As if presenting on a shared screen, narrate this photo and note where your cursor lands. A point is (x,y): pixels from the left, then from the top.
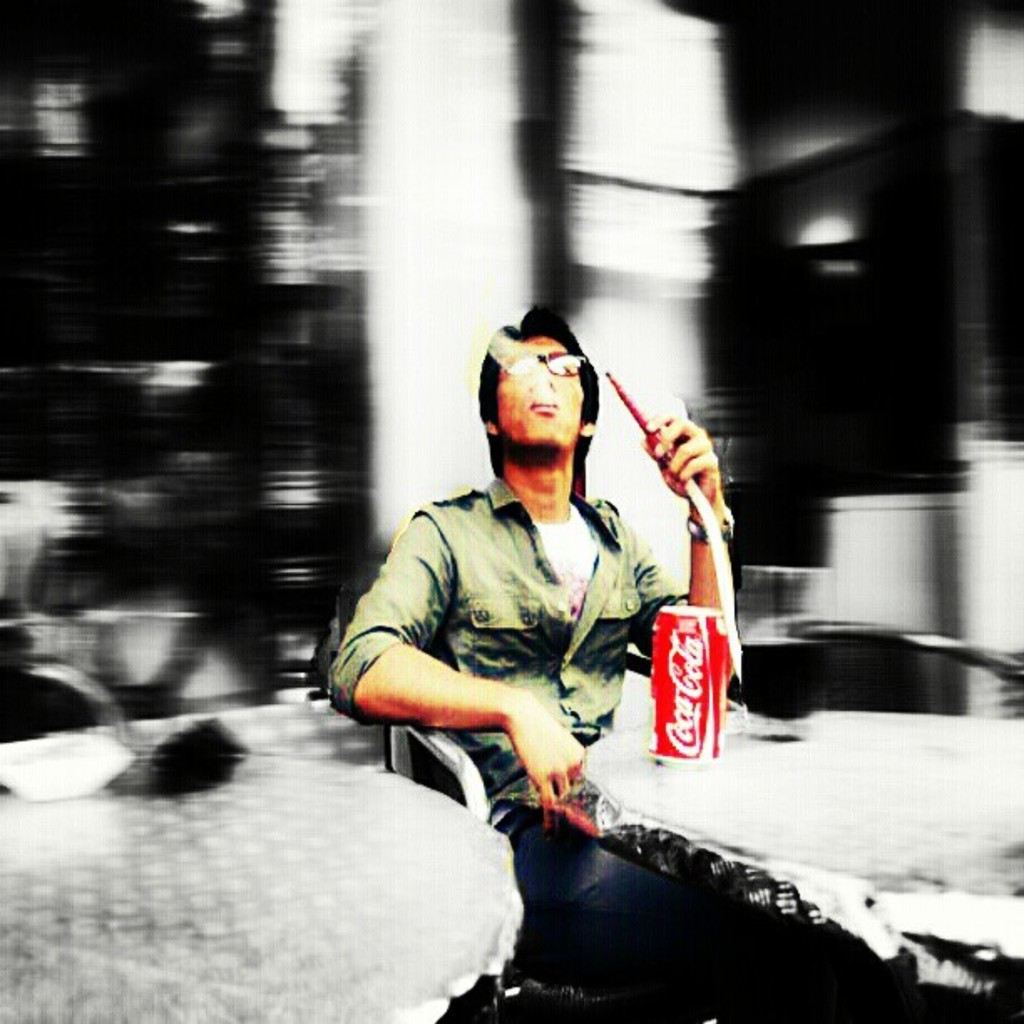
In this image I can see the person (398,678) with the dress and the person (715,603) is holding the pipe (718,571). In-front of the person (504,402) I can see the tin (666,670) on the table (680,811).
